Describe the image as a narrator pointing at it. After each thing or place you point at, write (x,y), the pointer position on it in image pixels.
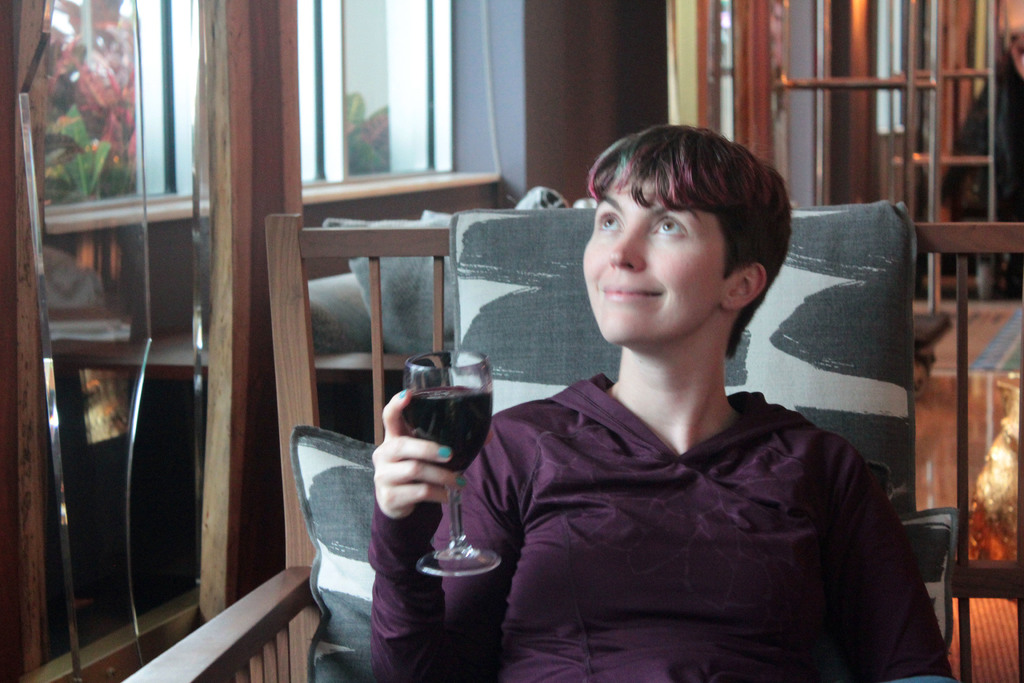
In this picture we can see woman (620,494) sitting and smiling and holding glass (453,465) in her hand (396,449) with drink (434,423) in it and in back of her we can see a pillow (330,483) and in background (68,109) we can see window (372,105), wooden pillars (257,128).
